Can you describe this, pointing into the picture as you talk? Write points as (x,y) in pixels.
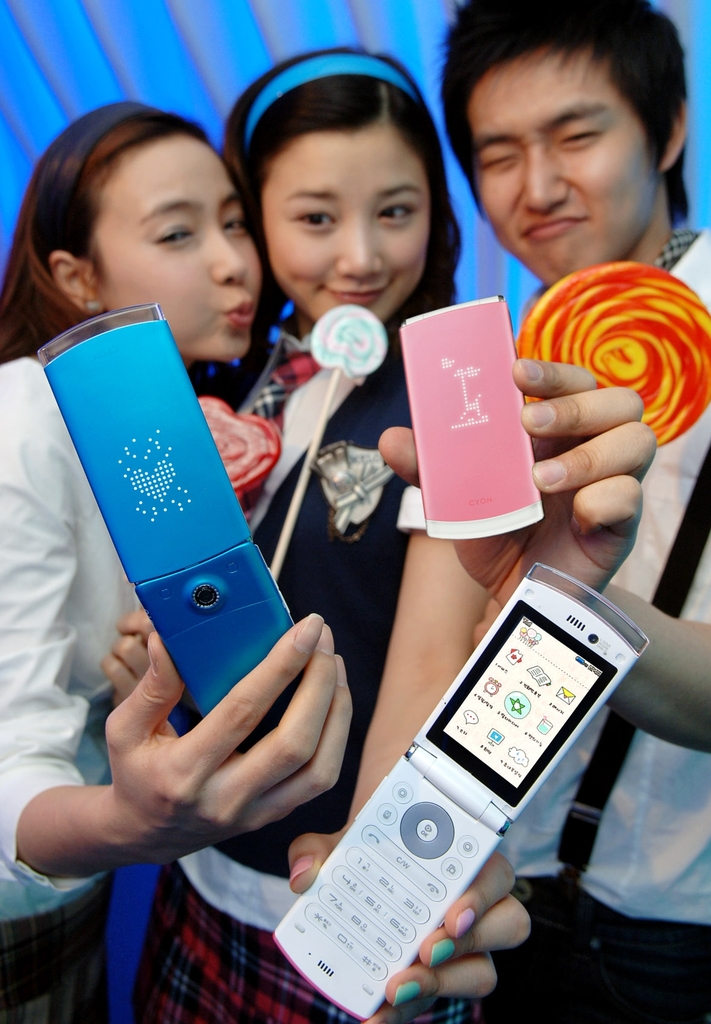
In the image there are three people (396,216). Two woman (226,244) and one man (576,167) holding a mobile (450,486) on his hand (567,438) and they are also holding lollipop (696,340) in other hand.
